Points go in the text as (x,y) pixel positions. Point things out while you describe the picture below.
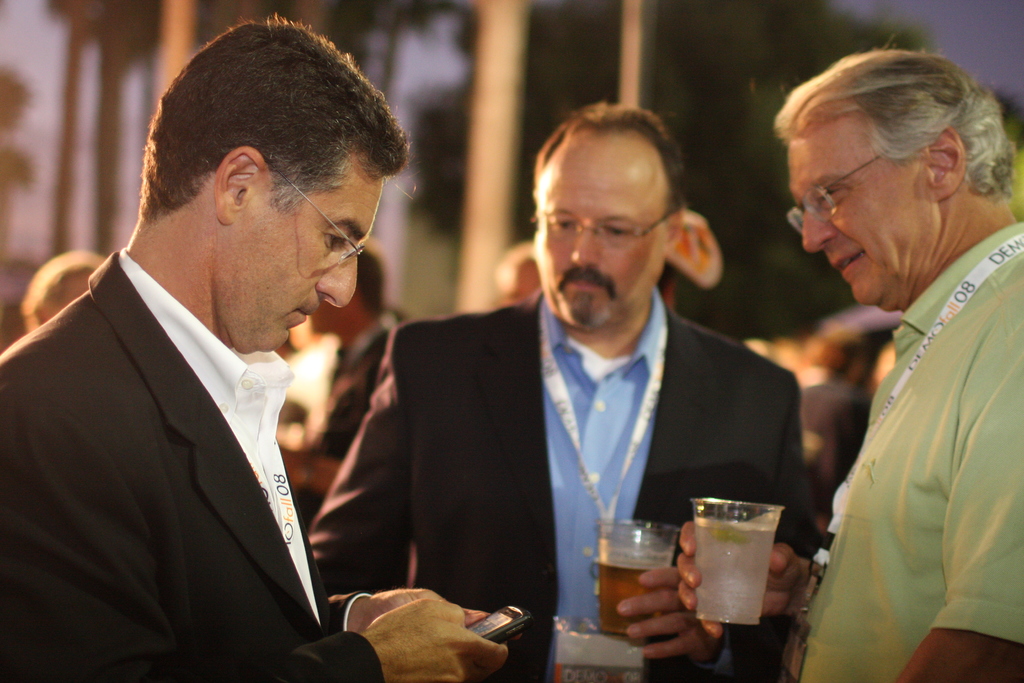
Here in this picture we can see three men (587,317) standing over a place and the person (425,672) on the left side (336,674) is holding a mobile phone (506,633) in his hand (442,641) and seeing something and other two persons (382,550) on the right side (712,516) are holding glasses (664,538) in their hands (684,552) and we can see all of them are wearing ID cards (287,523) and spectacles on them and behind them also we can see other people (349,336) present over there.
